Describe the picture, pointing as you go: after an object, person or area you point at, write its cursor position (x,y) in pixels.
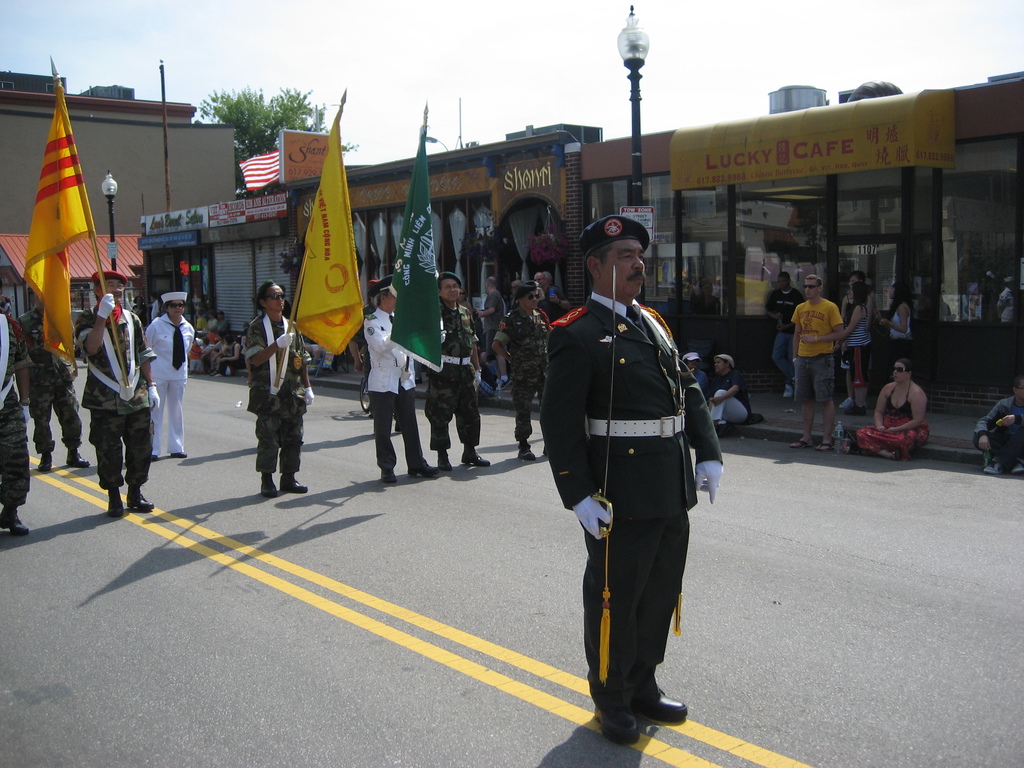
In this image, we can see people (605,330) and some are wearing uniforms (596,582) and holding flags (334,335). In the background (549,143), there are buildings (189,131) and we can see trees (294,115), poles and there are lights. At the bottom (404,648), there is a road (892,559). At the top (378,38), there is sky (395,41).
